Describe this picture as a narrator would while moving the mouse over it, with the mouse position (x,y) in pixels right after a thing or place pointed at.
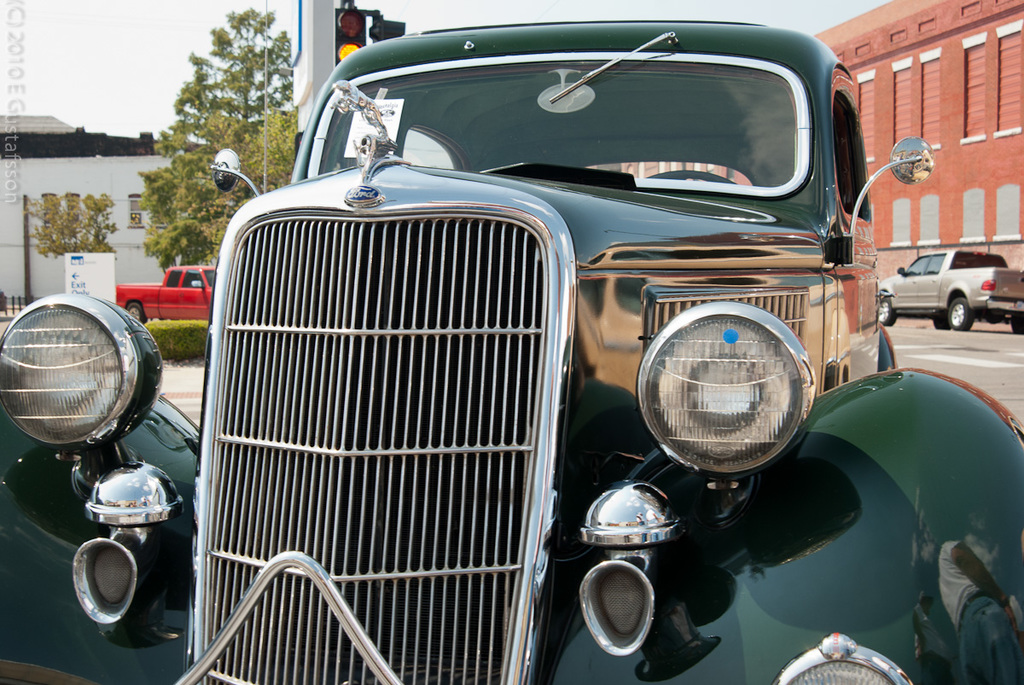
In the background (132,82) we can see a sky (173,81), a house (101,166) and trees (225,53). At the right side of the picture (939,104) we can see a wall (947,82). We can see vehicles (440,267) on the road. This is a board (103,269) in white color and there is something written on it. This is a traffic signal (356,27).
